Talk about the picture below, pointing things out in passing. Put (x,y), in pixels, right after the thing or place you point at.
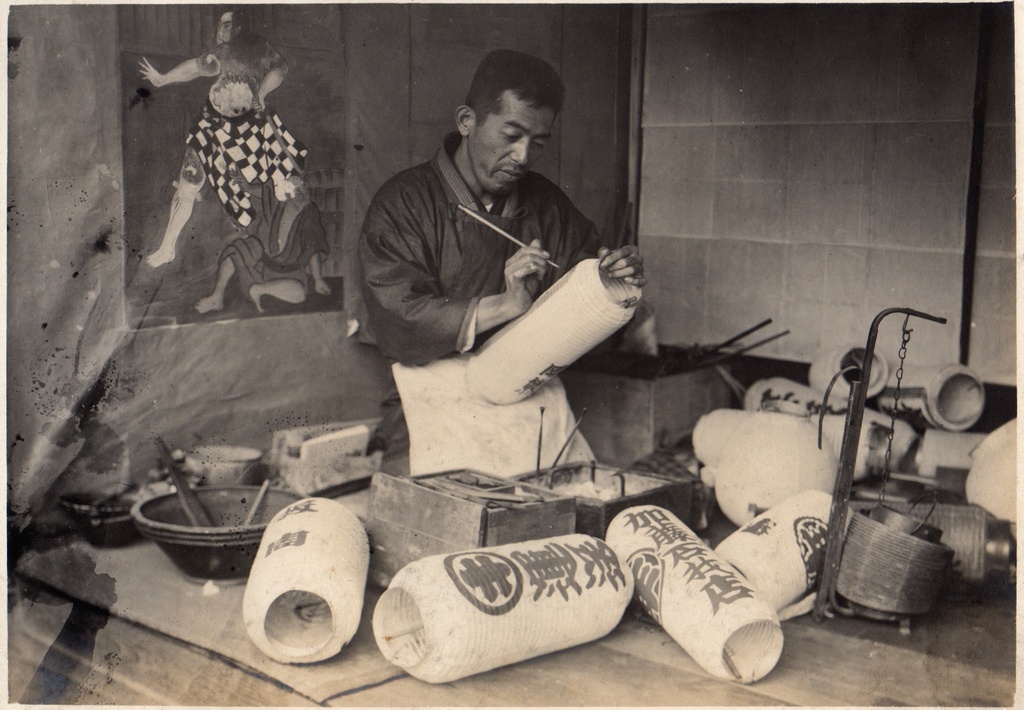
In the middle of the image (482,334) we can see a man (502,213), he is holding a brush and a lantern (587,328), behind him we can see a poster (230,167), in front of him we can find few more lanterns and brushes (434,481).
